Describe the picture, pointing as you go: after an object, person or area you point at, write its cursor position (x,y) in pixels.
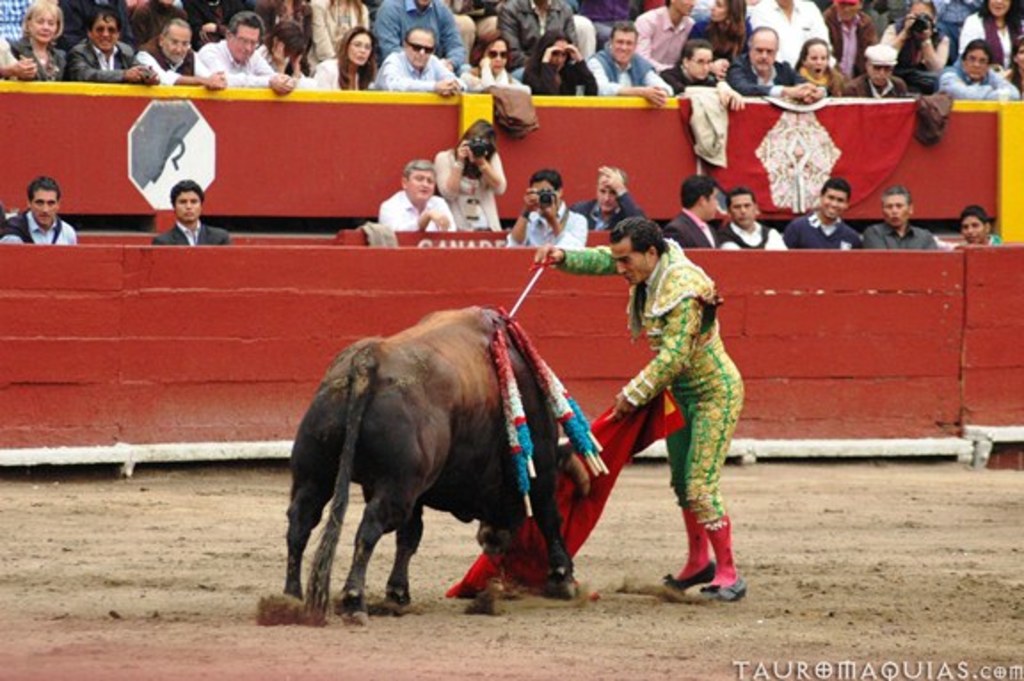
In the center of the image (482,435) we can see an animal (473,442) and one person (690,392) holding some objects (659,412). And we can see he is in a different costume (708,328). On the animal (460,456), we can see some objects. At the bottom right side of the image (819,665), we can see some text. In the background (321,275), we can see the fences (295,123), few people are sitting, one person (466,168) is standing, few people (498,162) are holding some objects (475,150) and a few other objects (211,146).
